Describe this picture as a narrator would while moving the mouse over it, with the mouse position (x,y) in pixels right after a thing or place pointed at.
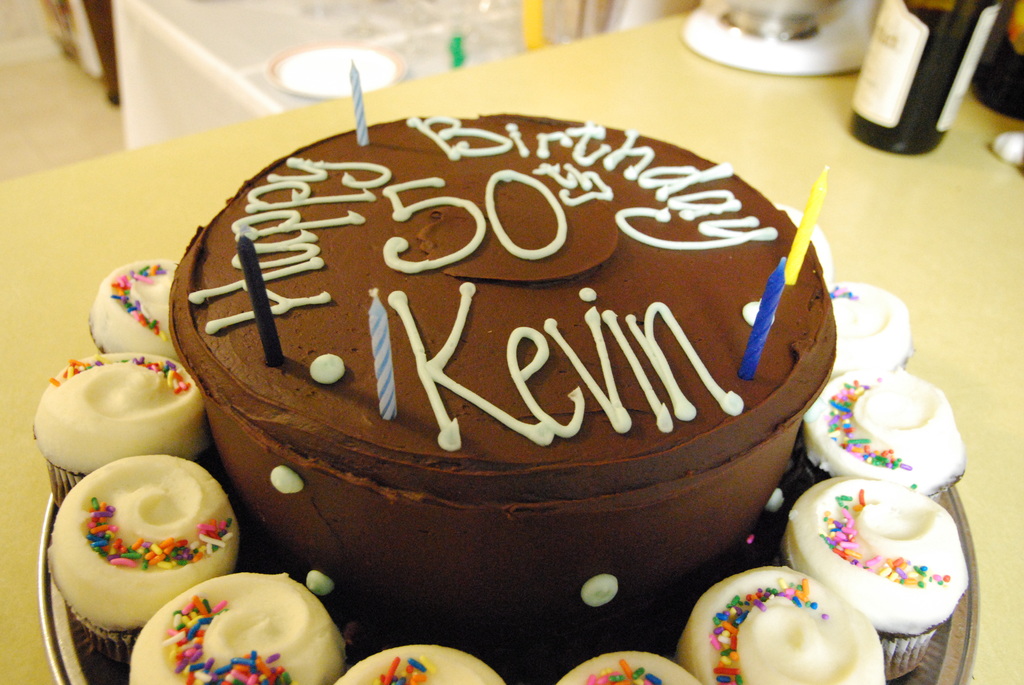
In this picture we can see a cake (386,472) and cupcakes (136,643) on the plate (969,582) and on the cake (299,371) there are candles (363,97) and the plate (72,673) is on an object (936,300) and on the object (909,214) there is a bottle (911,66) and other things (802,35).
